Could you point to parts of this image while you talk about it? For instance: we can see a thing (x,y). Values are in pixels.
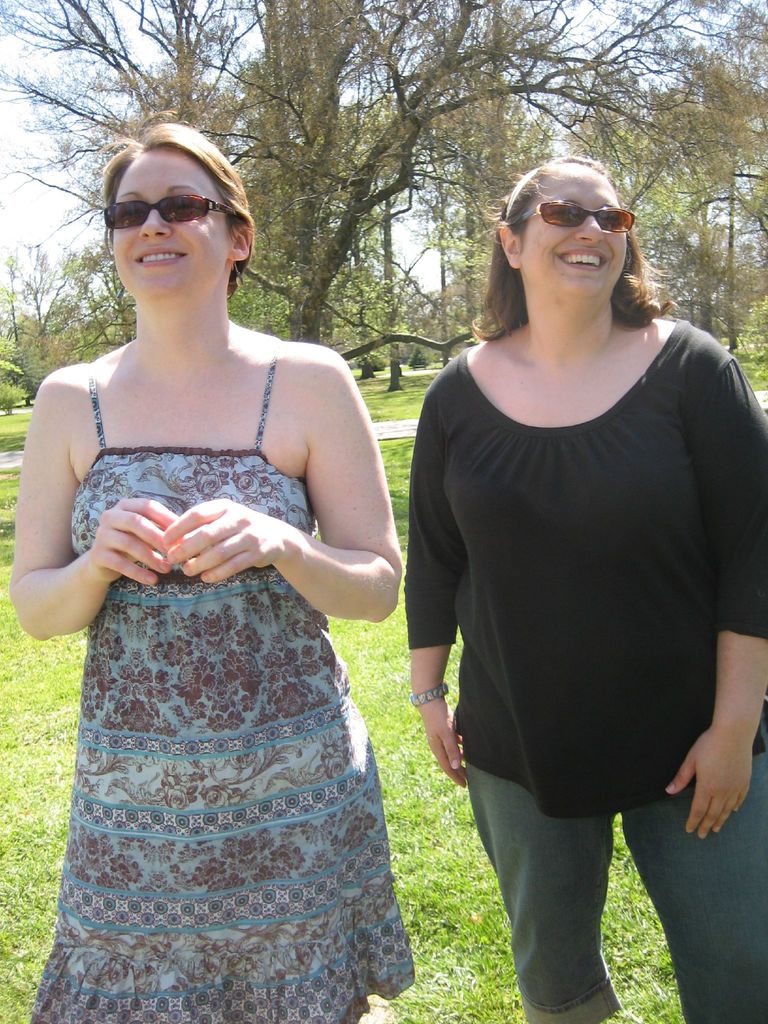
In this image we can see woman (203,421) standing on the ground (446,1003). In the background (505,131) we can see trees (346,140) and sky (50,206).
